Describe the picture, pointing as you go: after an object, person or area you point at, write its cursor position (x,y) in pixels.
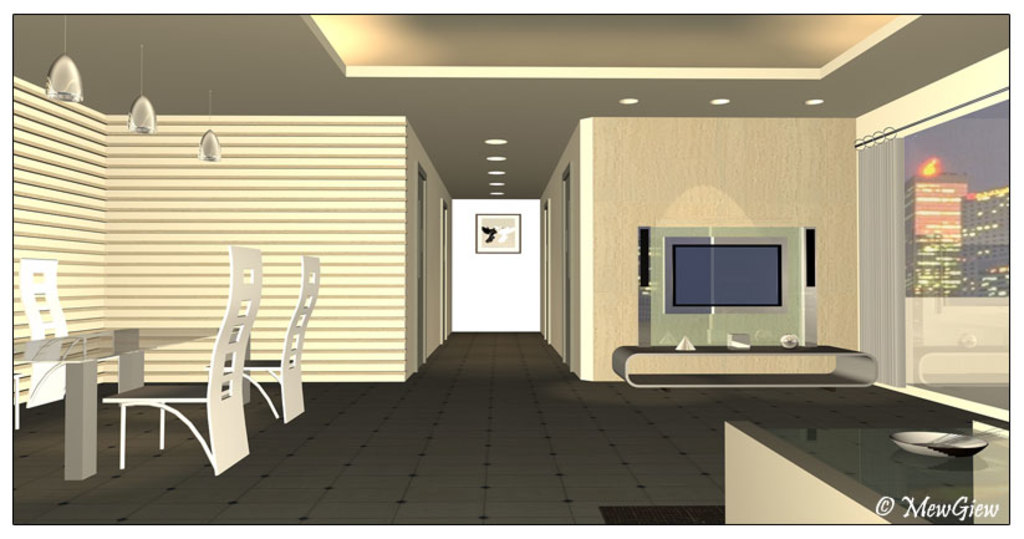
This is an animated image. At the bottom of the image (280,469) there is a floor (481,401). On the left side of the image (170,328) there is a table (135,345) and chairs (55,313). On the right side of the image (1006,519) there is a table (904,461) with a plate (979,449) on it and there is a television (767,303) on the table (718,350). In the background (592,201) there are a few walls (595,213) with a window (931,269), curtains (878,262) and a picture frame (505,237). At the top of the image (335,58) there is a ceiling (470,140) with lamps (153,127).
